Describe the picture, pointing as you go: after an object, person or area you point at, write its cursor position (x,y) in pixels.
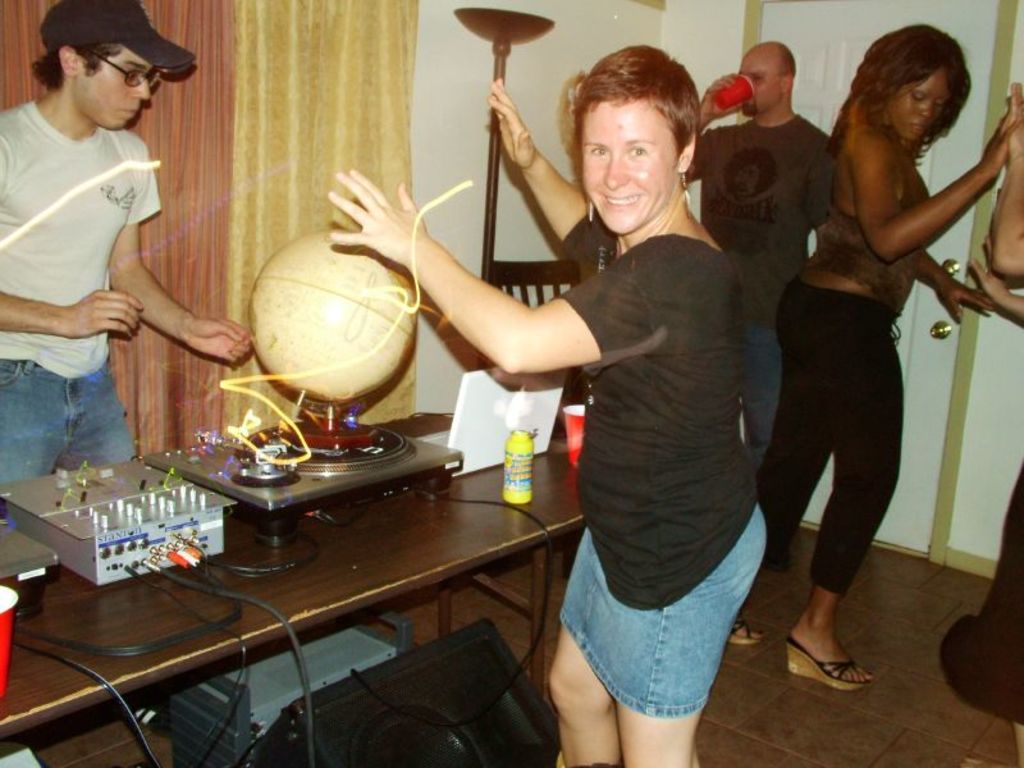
There are many person (748,343) standing. In the front (383,575) there is a table (335,570). On the table (366,586) there is a DJ tracker (211,505). On this there is a globe (323,335). In the background (316,161) there is a curtain (381,97) and a wall (457,99). A person (752,157) in the background (751,167) is holding a red glass (738,99).
